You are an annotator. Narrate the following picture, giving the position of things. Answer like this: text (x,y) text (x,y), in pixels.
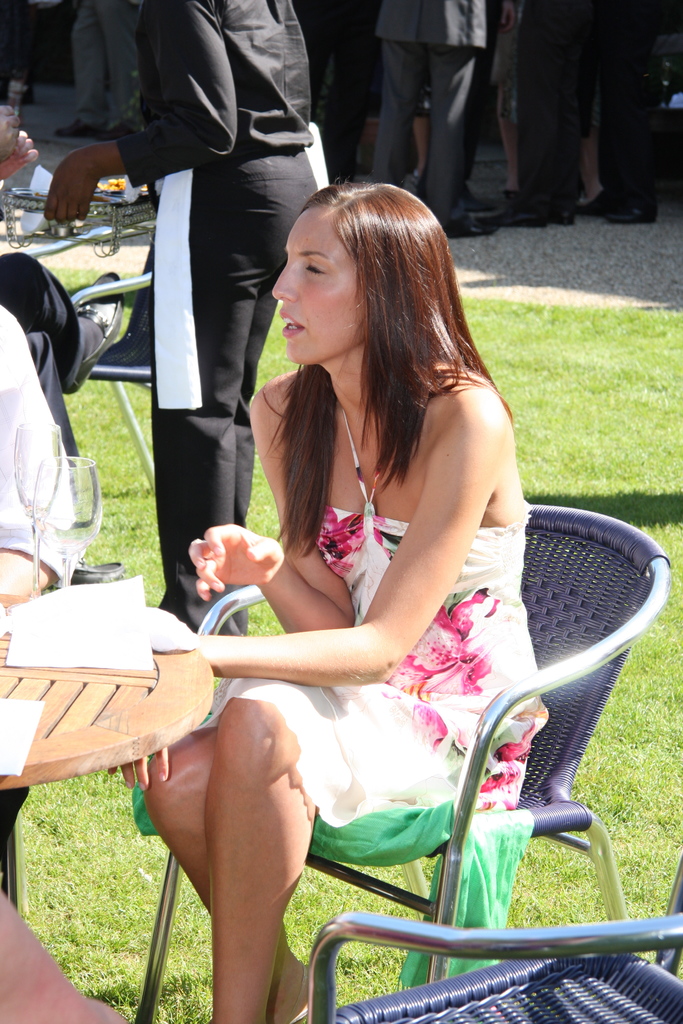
In this image I see a woman (454,343) who is sitting on a chair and she is wearing a dress (366,526) which is of white, pink and green in color. There is a chair (331,1012) beside her and there is also a table (31,673) in front of her on which there are papers (19,626) and 2 glasses (41,424). In the background (676,389) there is a green grass (641,345) and few people (207,13) standing over here.
